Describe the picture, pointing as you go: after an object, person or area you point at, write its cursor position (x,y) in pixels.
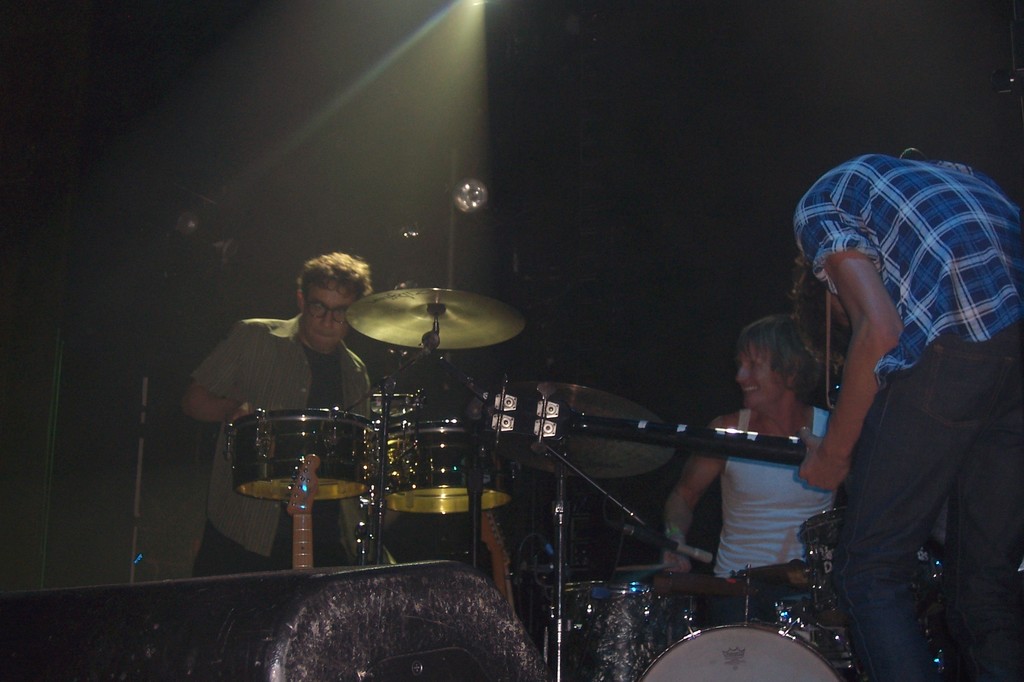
These two persons (996,525) standing. This person (816,435) sitting. This person (786,381) musical instrument (710,444). We can see musical instruments (502,555).
